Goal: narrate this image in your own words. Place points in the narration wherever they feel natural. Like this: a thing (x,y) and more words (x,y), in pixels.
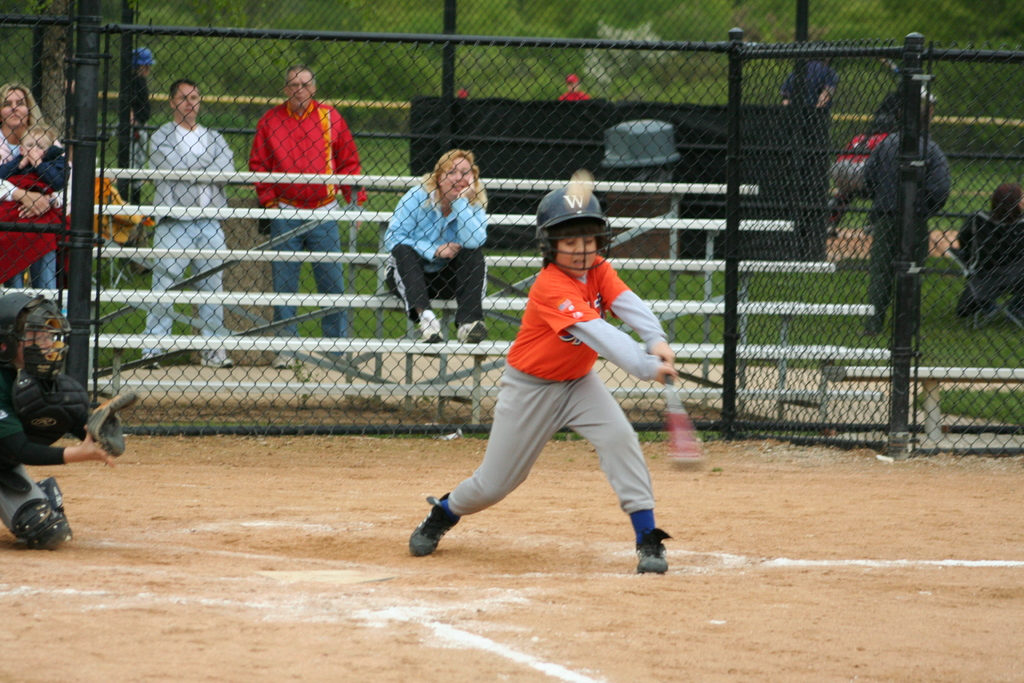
The boy (570,362) in front of the picture is holding a baseball bat (668,433) in his hand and he is playing the baseball. At the bottom (519,593), we see the sand (561,576). Behind him, we see the fence (410,163). The woman (470,239) is sitting on the bench (497,222). Behind her, we see many people (24,104) are standing and they are watching the match. In the background (472,123), we see a black color board (636,115) and there are trees (694,89) in the background (661,61). The man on the left side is in squat position.
